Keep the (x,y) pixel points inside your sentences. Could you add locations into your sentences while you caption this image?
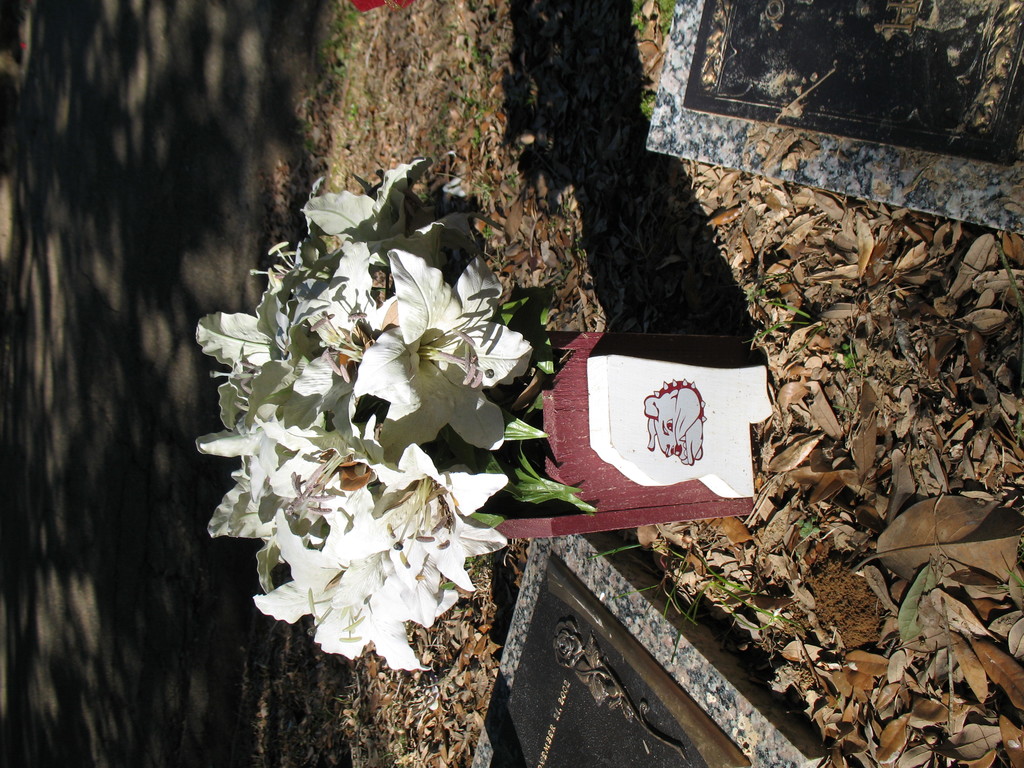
In the image there is a potted plant (455,472) and around that there are many dry leaves (770,180) and two marble stones (798,147). In the background (203,267) there is a road (235,283).
